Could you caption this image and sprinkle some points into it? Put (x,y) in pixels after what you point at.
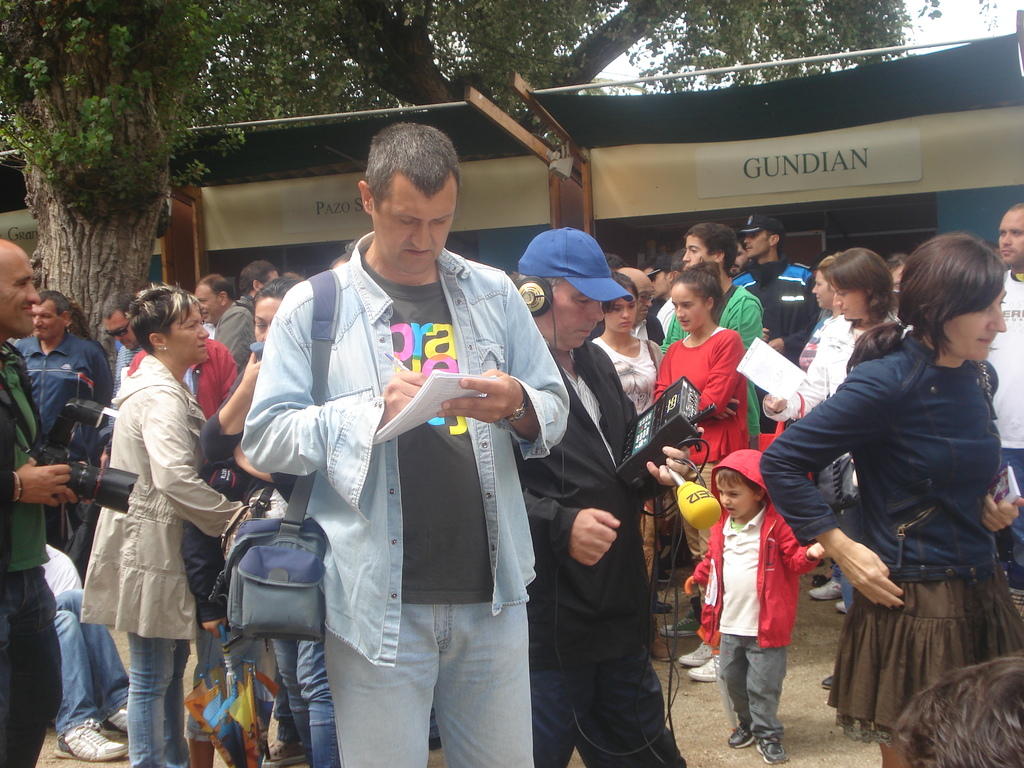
Here I can see a man (374,400) wearing a bag (334,335), holding a book (423,403) and writing on it with a pen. At the back of him there is another person (620,575) holding a mike (709,510) and a device (660,431) in the hands (665,472) and looking at the downwards. On the left side (21,539) there is a man (32,531) holding a camera (74,492) and walking towards the right side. In the background (181,373), I can see a crowd of people (623,347) standing on the ground (788,694). At the back of these people (939,371) there is a tent (632,161). At the top of the image (153,56) there are trees (405,36).
